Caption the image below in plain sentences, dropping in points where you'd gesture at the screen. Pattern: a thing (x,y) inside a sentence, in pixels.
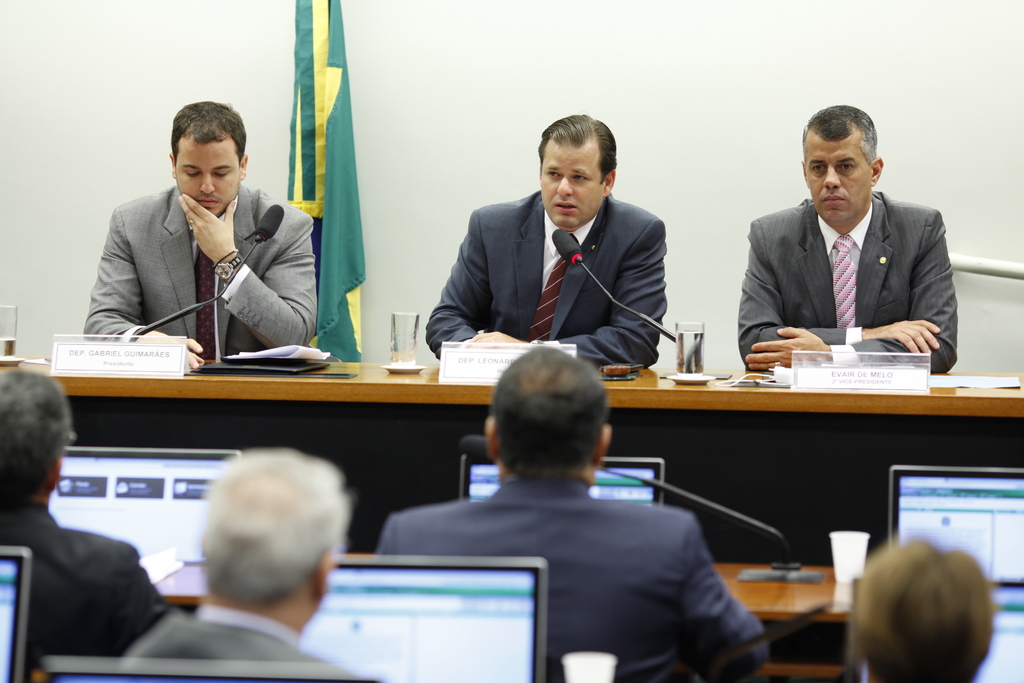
In this image I can see three persons (134,257) wearing shirts (551,243), ties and blazers (540,276) are sitting in front of the desk (338,387) and on the desk (422,376) I can see three boards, three glasses (694,339) and few papers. I can see microphones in front of them. I can see number of persons (318,568) sitting and laptops (376,600) in front of them. In the background (360,222) I can see the flag (345,168) and the white colored surface (477,100).
